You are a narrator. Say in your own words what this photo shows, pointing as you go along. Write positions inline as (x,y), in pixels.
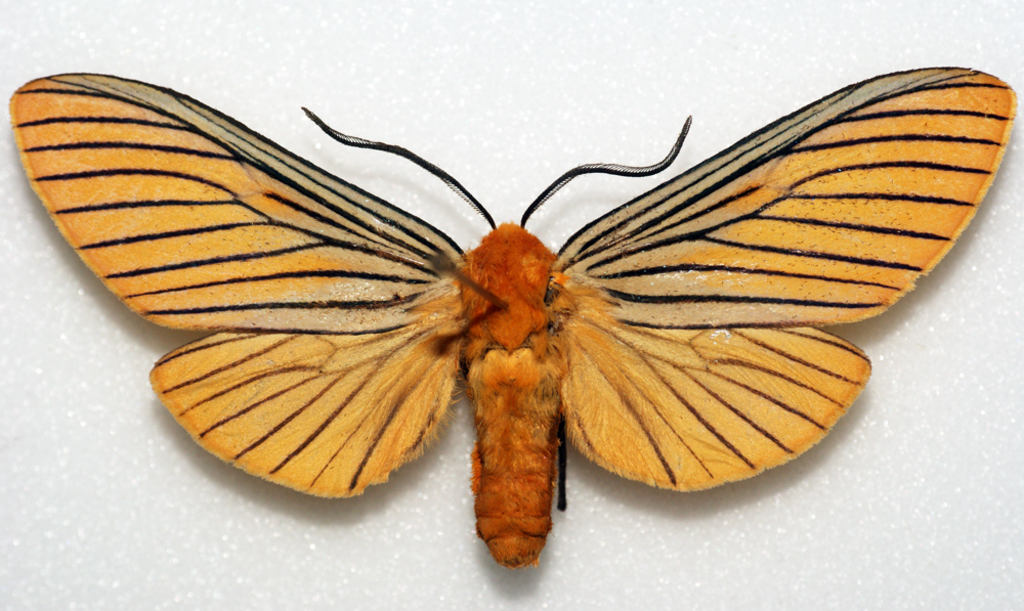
In this image we can see a butterfly (489,248) on the wall (483,223).
